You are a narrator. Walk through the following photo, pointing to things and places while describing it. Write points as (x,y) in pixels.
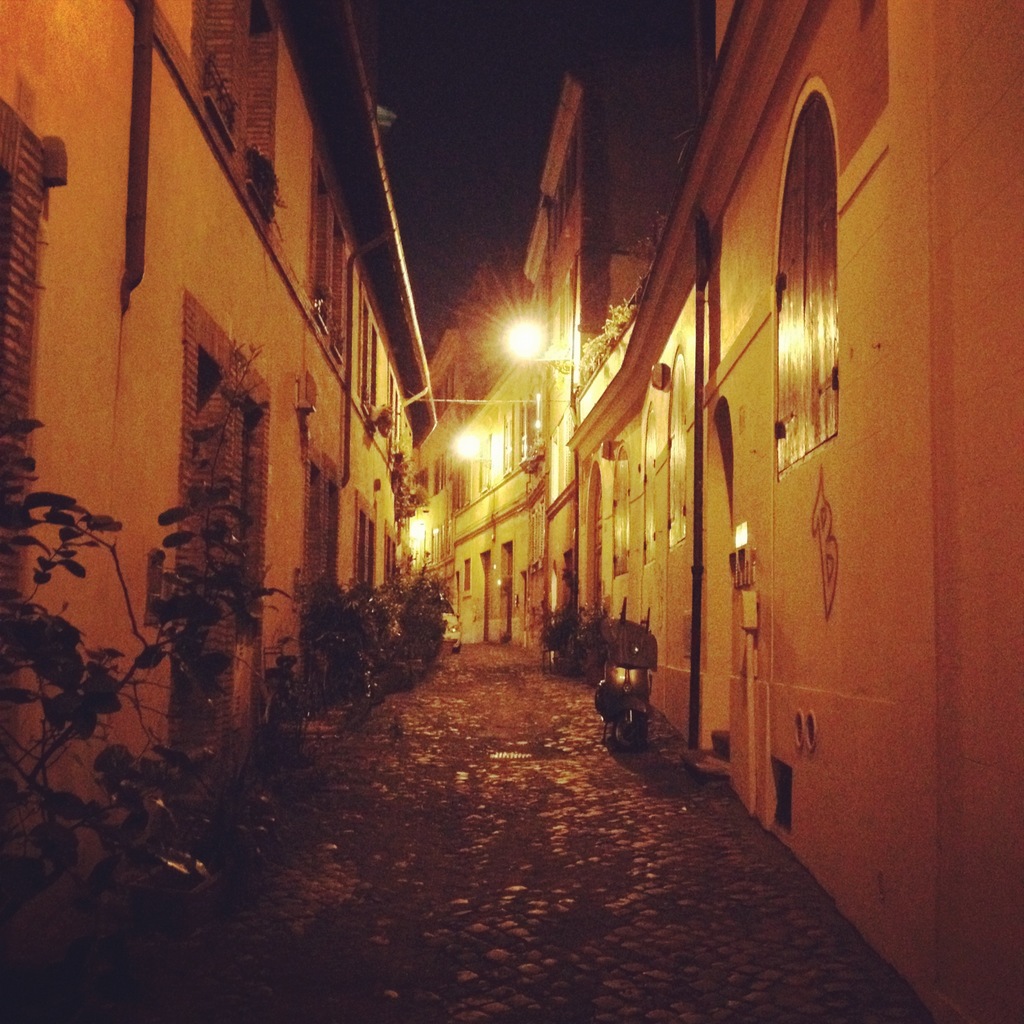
These are the buildings (456,487) with the windows (265,157) and doors (372,555). I can see the plants (318,632). This looks like a motorbike (615,673), which is parked. I think this is a street (501,701). These are the lights (477,445).
